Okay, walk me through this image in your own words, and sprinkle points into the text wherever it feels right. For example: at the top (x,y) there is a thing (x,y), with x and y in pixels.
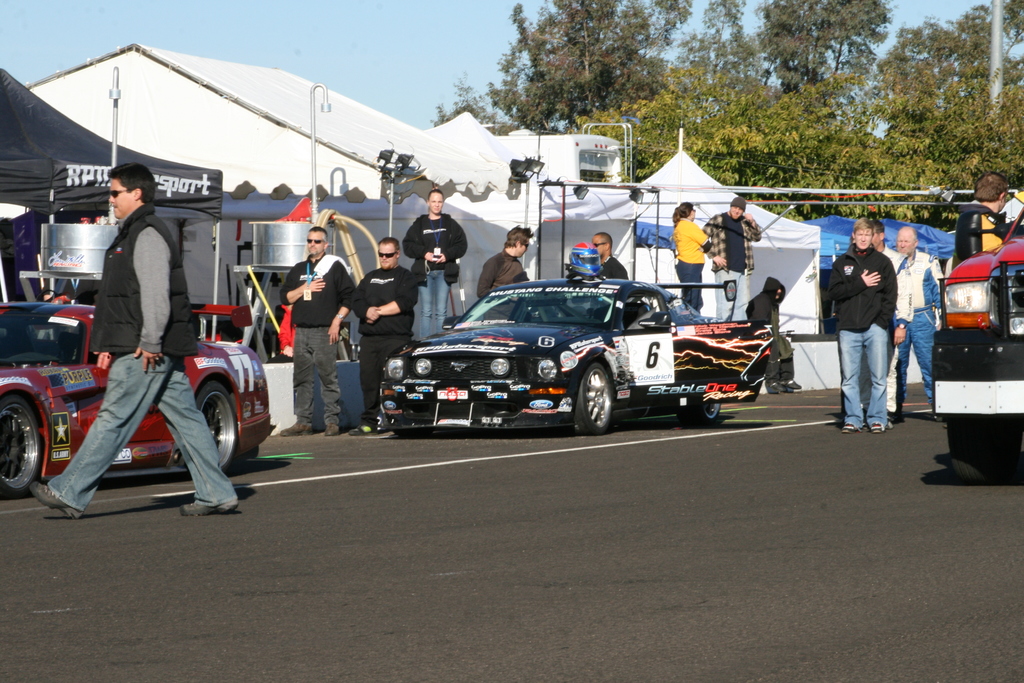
In this image there is a road (522,566) at the bottom (597,576). On the road (628,472) there are racing cars (610,352). On the left side (276,193) there are tents (459,176). In the background (746,122) there are trees (678,71). At the top (413,50) there is the sky (387,52). Beside the car (454,404) there are few people (840,335) standing on the road (848,455). There are few lights (386,154) which are attached to the tents (416,144).
